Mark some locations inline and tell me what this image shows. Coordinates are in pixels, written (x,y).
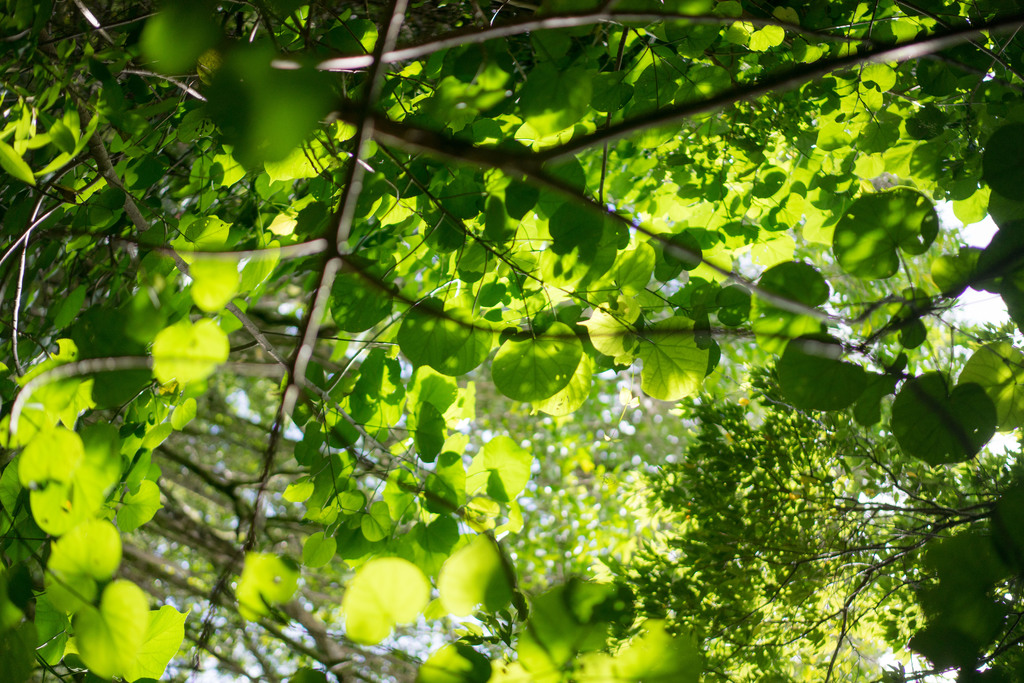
In the picture I can see few trees (395,343) which has green color leaves (460,329) on it.
